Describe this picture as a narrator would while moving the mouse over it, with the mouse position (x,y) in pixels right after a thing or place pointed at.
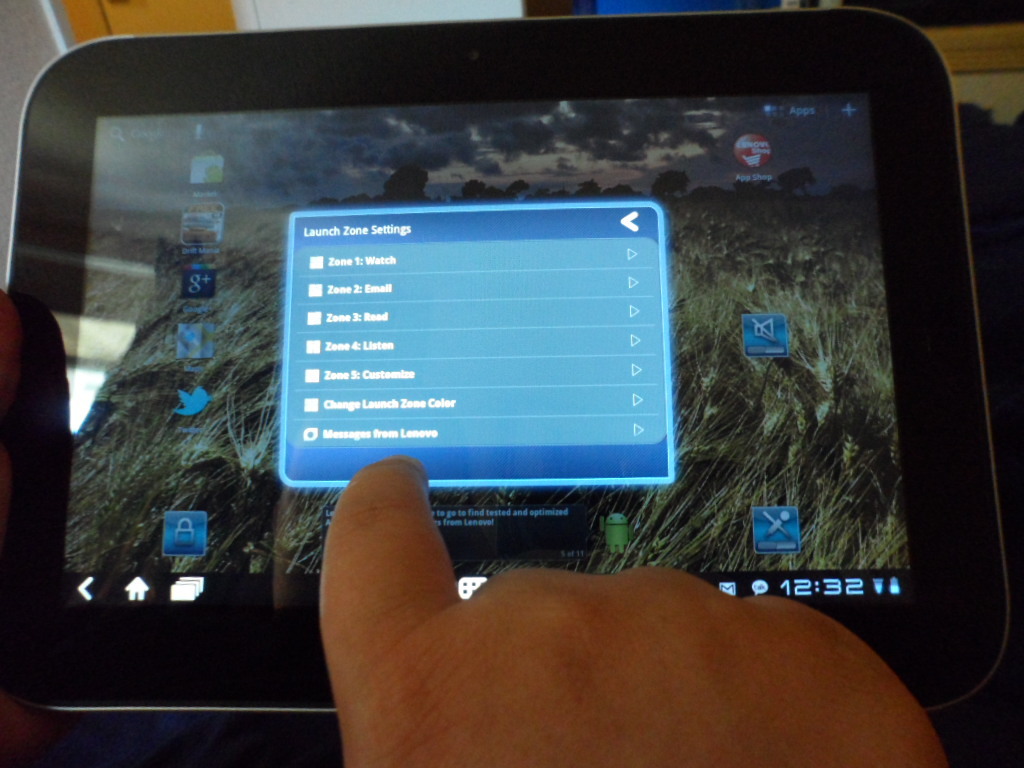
In the foreground of this picture (394,396), there is a screen (554,444) of a tab (529,424). On the bottom of this image (575,747), we can see a hand (671,711) of a person (656,702).
